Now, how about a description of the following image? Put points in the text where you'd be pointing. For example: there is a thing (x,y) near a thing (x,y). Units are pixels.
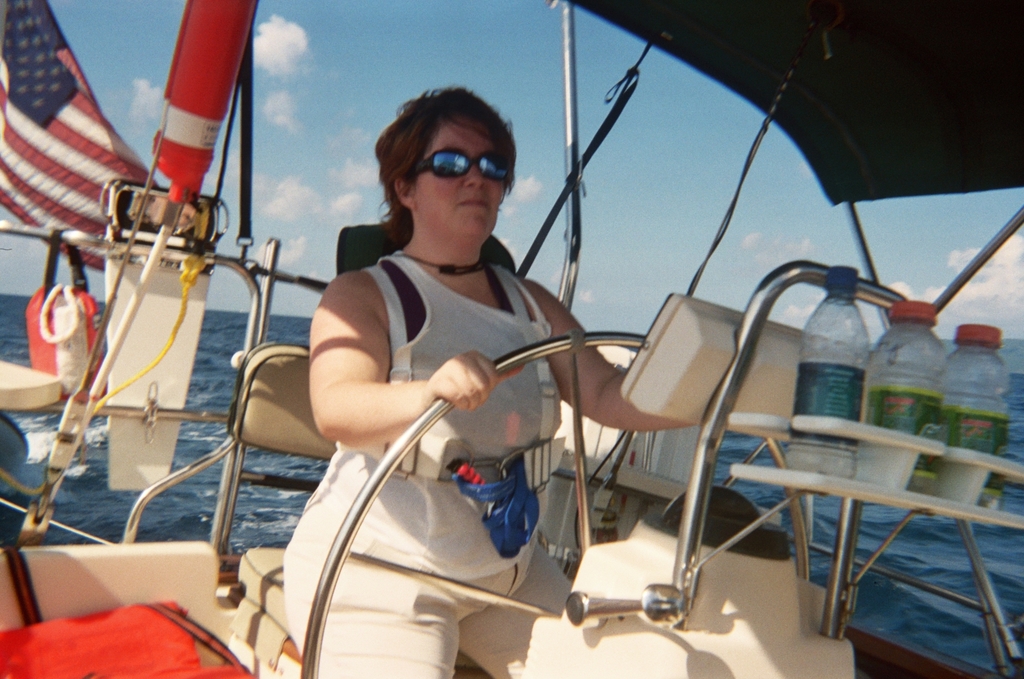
This picture might be taken on ocean (946,647) and it is sunny. In this image, in the middle (581,394), we can see a woman (455,549) sitting on the boat (791,661) and driving a boat (808,633). On the right side (991,401), we can see three bottles (857,391) which are placed on the stand (964,452). On the left side (72,195), we can also see some flags (86,194). On the top (800,123) there is a cloth (971,178). In the background (980,642), we can see a water (909,570) in a ocean (971,568).
